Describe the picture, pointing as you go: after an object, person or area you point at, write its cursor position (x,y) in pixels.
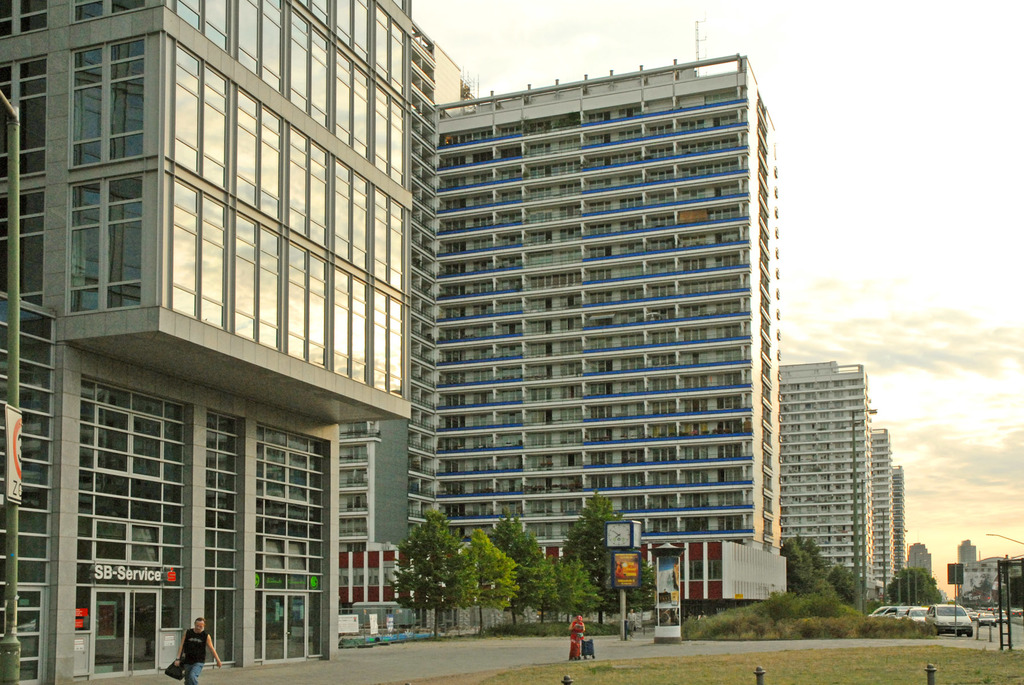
This image is taken outdoors. At the bottom of the image (738,681) there is a road (435,663) and a ground (744,658) with grass (846,665) on it. At the top of the image (935,194) there is a sky (982,352) with clouds (982,352). In the background (761,592) there are many buildings (392,538) with walls (248,403), windows (181,437), doors (121,638), balconies (596,317) and roofs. There are a few trees (557,602) and plants (835,627). A few cars (933,617) are parked on the road (935,641) and a few are moving on the road (992,644). There are a few sign boards (678,606). A man (209,648) is walking on the road (215,676).
